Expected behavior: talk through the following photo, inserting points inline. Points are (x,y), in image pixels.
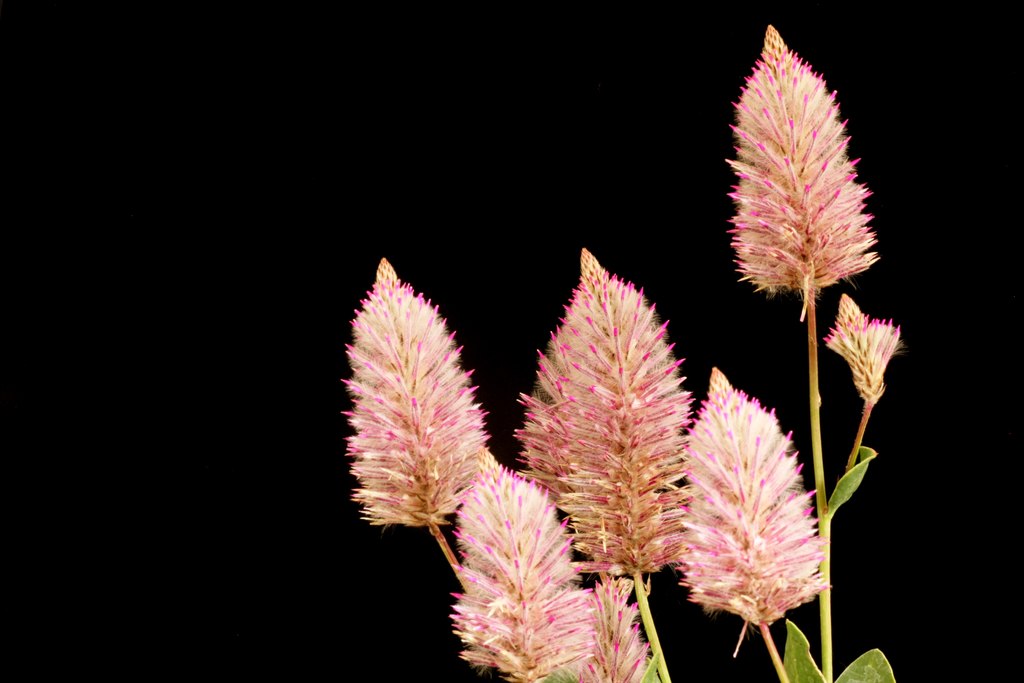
In this image I can see the flowers (610,446) to the plants (824,672). These flowers (625,532) are in pink and cream color. I can see the black background (295,588).
